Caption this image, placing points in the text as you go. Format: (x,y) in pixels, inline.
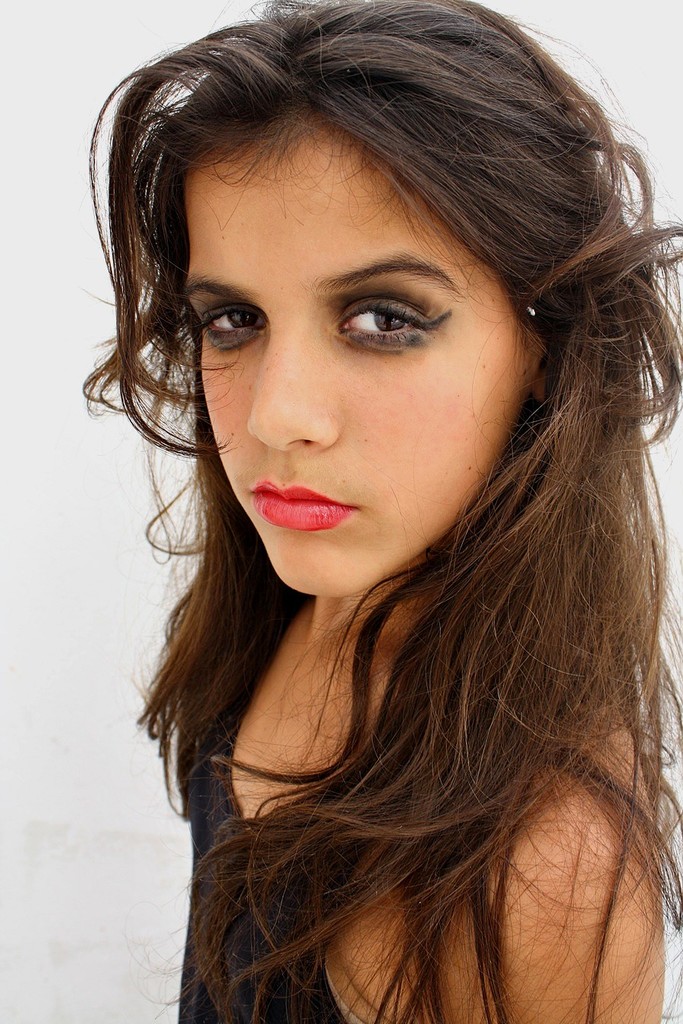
In the middle of the image (279,531) there is a girl (248,595). In this image the background (45,45) is white in color.
